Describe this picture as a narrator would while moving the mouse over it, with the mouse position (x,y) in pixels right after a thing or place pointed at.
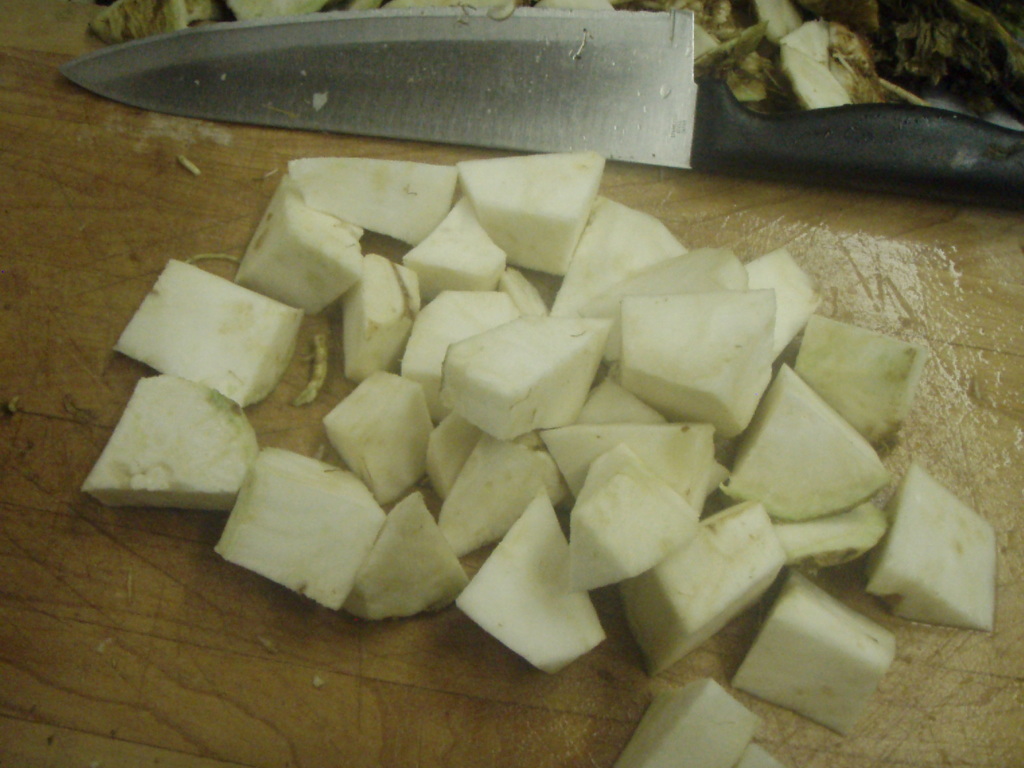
In the center of the image (674,502) there are chopped vegetables (514,348) on the table (75,236). There is a knife (651,98).
